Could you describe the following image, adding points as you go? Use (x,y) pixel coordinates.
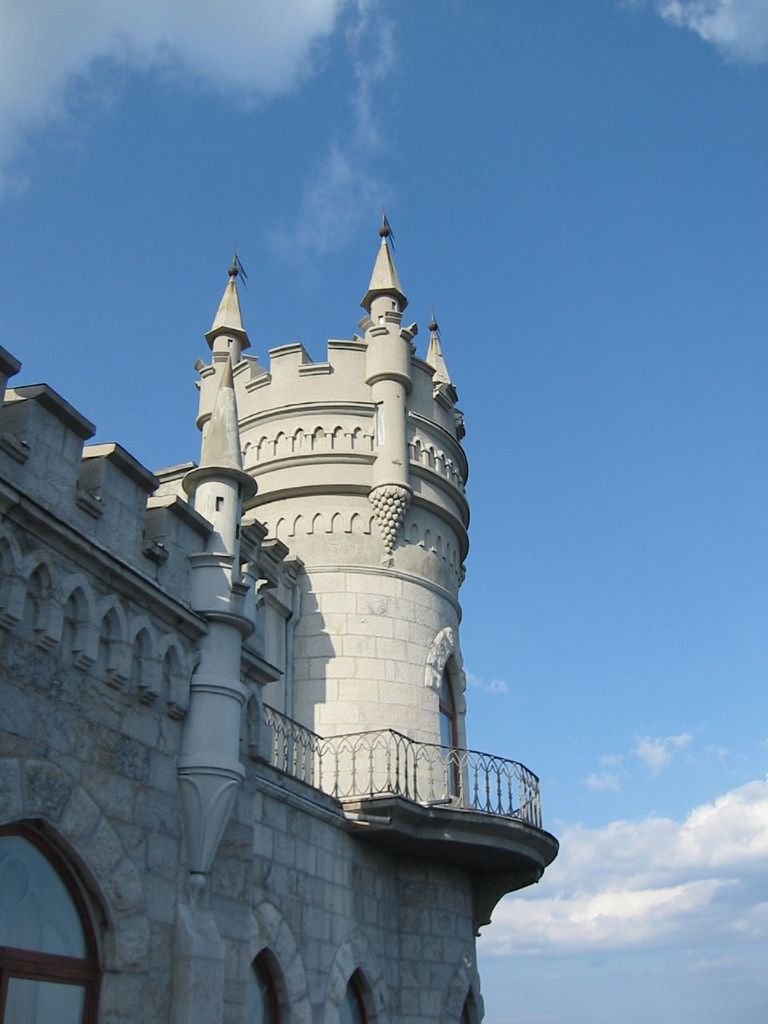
In this picture we can see a building (210,980) with windows (93,948), fence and in the background (517,788) we can see the sky (510,327) with clouds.
